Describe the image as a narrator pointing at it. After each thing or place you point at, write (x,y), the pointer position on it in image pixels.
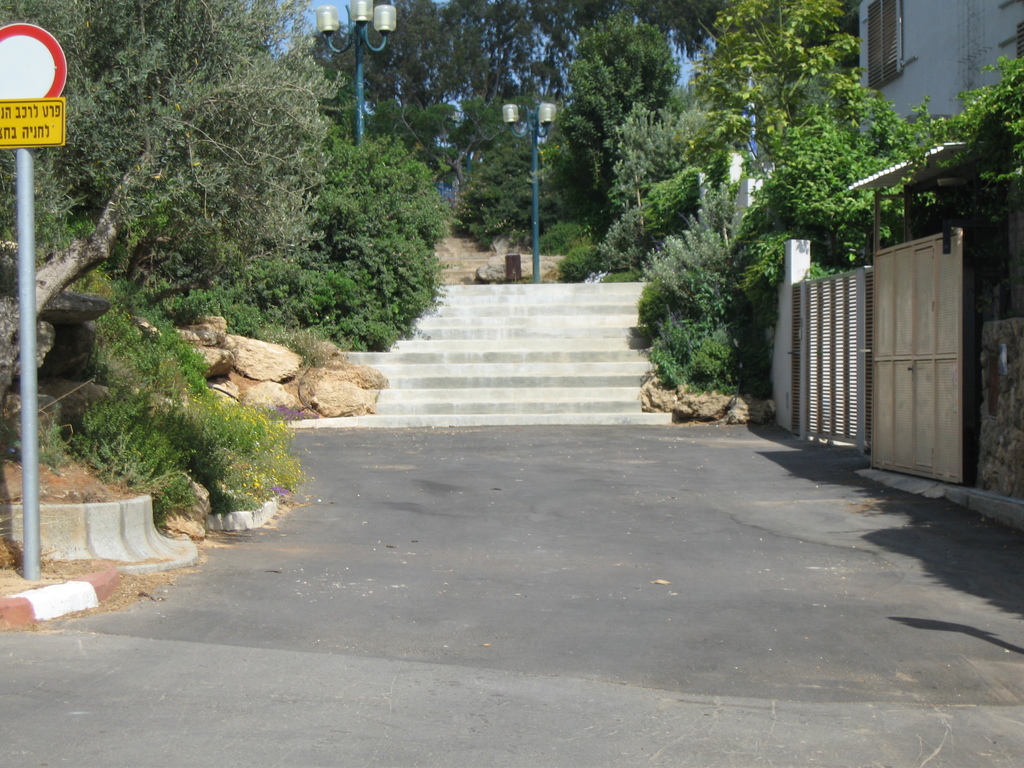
In this image I can see the road (548,631), a pole (21,154), a board (34,144) to the pole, few trees (233,137), few stairs (557,374), few street light poles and a building (1010,1). I can see few rocks (347,386) and a white colored gate (817,344). In the background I can see the sky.
